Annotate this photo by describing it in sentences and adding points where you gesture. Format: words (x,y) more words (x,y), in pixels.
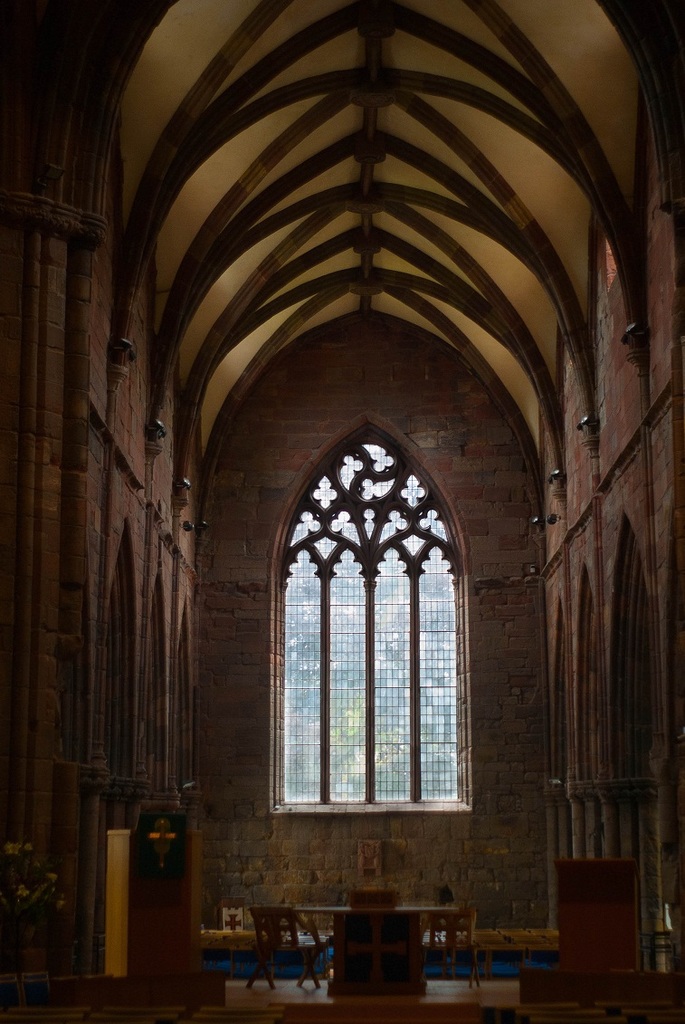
In this image in the center (305,554) there is a window (305,651), and there is a table (346,925) and some boxes (617,870). At the bottom of the image (451,959) there is floor (449,988) and some objects (88,985), and on the right side (601,511) and left side (38,290) there is a wall (559,548). At the top (275,116) there is ceiling (220,142) and some poles (419,105).
